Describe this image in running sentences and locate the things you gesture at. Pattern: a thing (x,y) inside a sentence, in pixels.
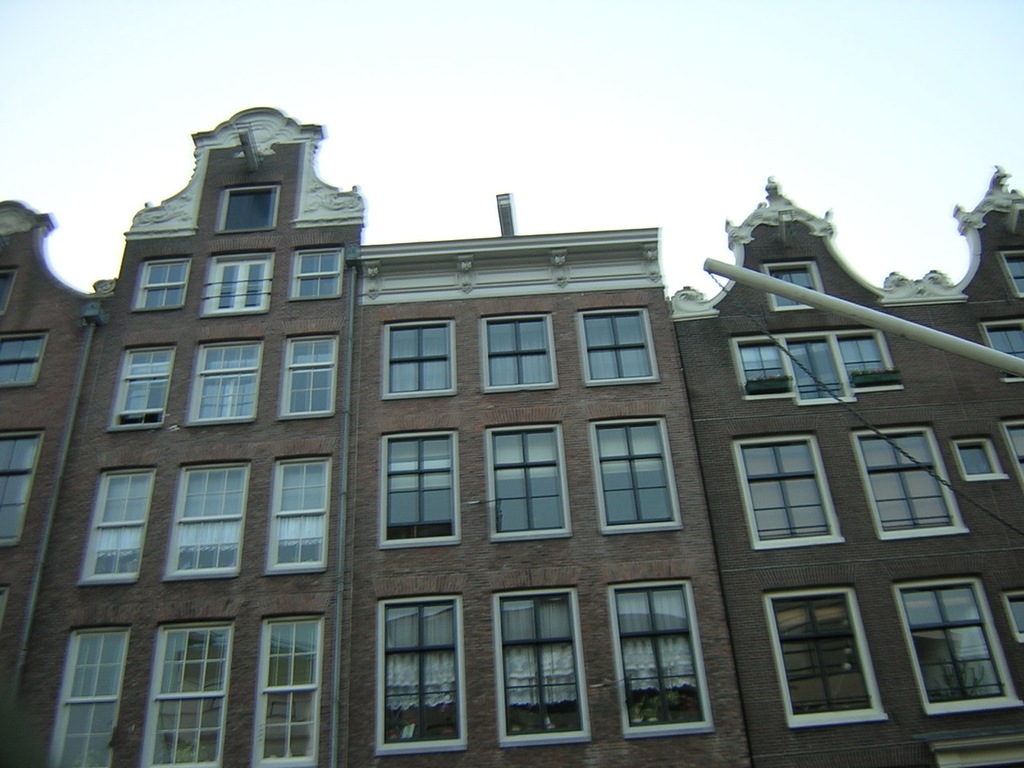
In this image I can see the building (420,564) which is brown and white in color and I can see number of windows (447,468) of the building (596,468). I can see the white colored rod (764,278) and in the background (561,173) I can see the sky (57,76).
